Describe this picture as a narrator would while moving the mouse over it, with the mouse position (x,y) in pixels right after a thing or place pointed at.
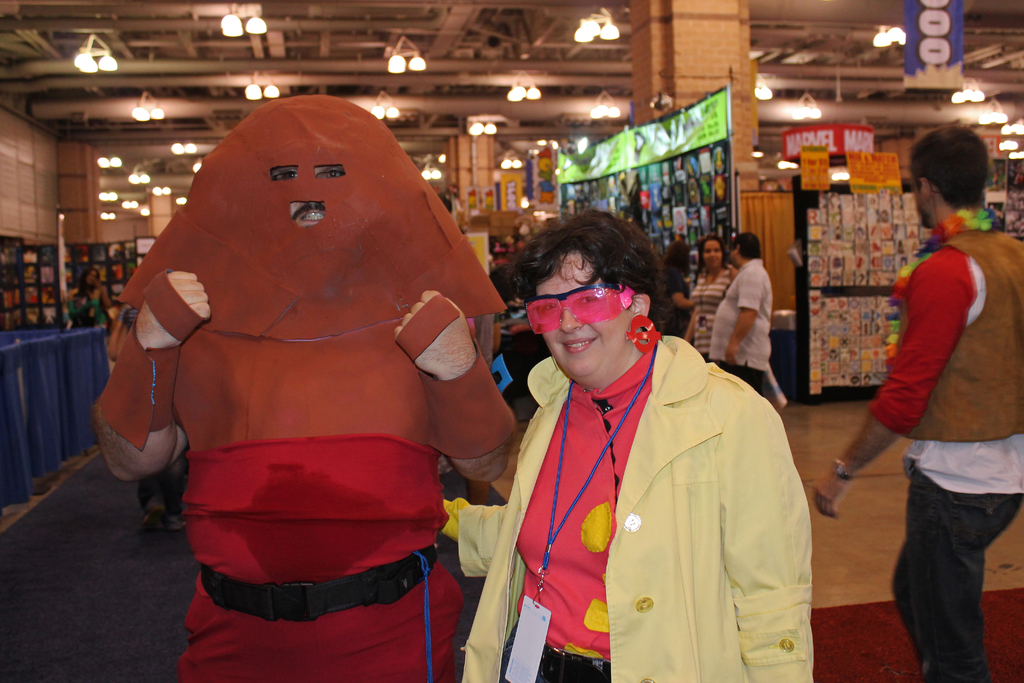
In this picture we can see a woman (724,547) standing beside a person (239,337) wearing a costume (283,352).
